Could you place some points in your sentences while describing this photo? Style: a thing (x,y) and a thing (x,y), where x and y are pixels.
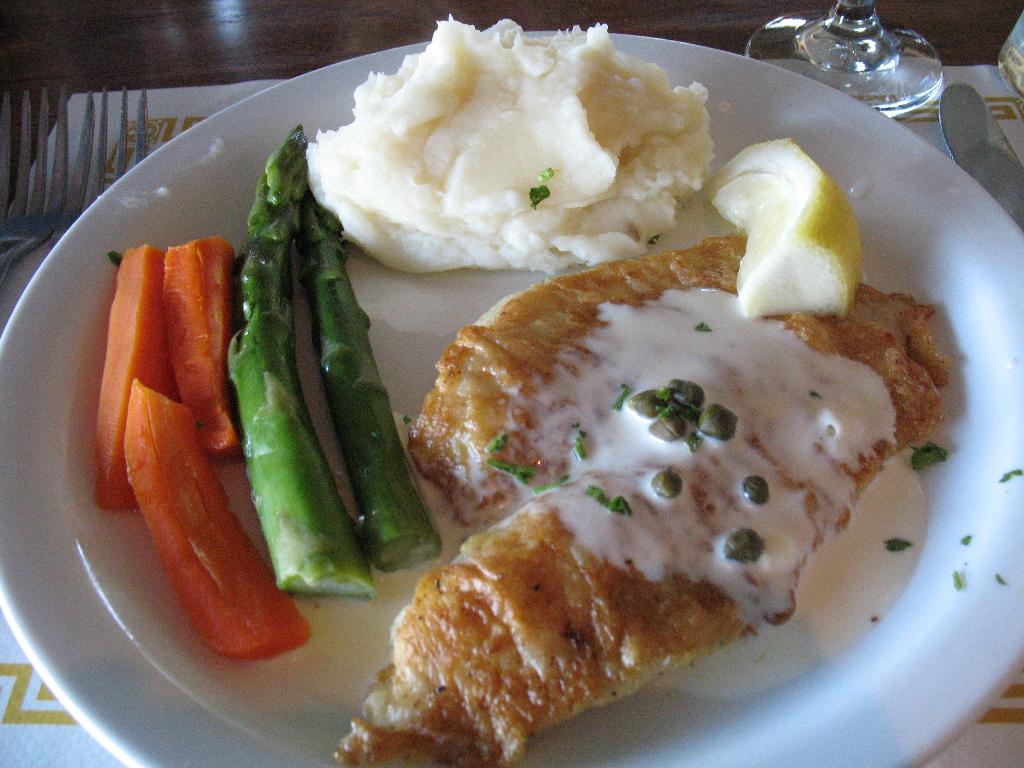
There is a food (363,418) in the plate (348,602). The plate (256,138) is on the table (227,53). There is a fork (42,154) to the left of the plate (253,157) and a glass (842,75) to the right side (843,69). We can observe a paper (186,109) under the plate (220,127).
